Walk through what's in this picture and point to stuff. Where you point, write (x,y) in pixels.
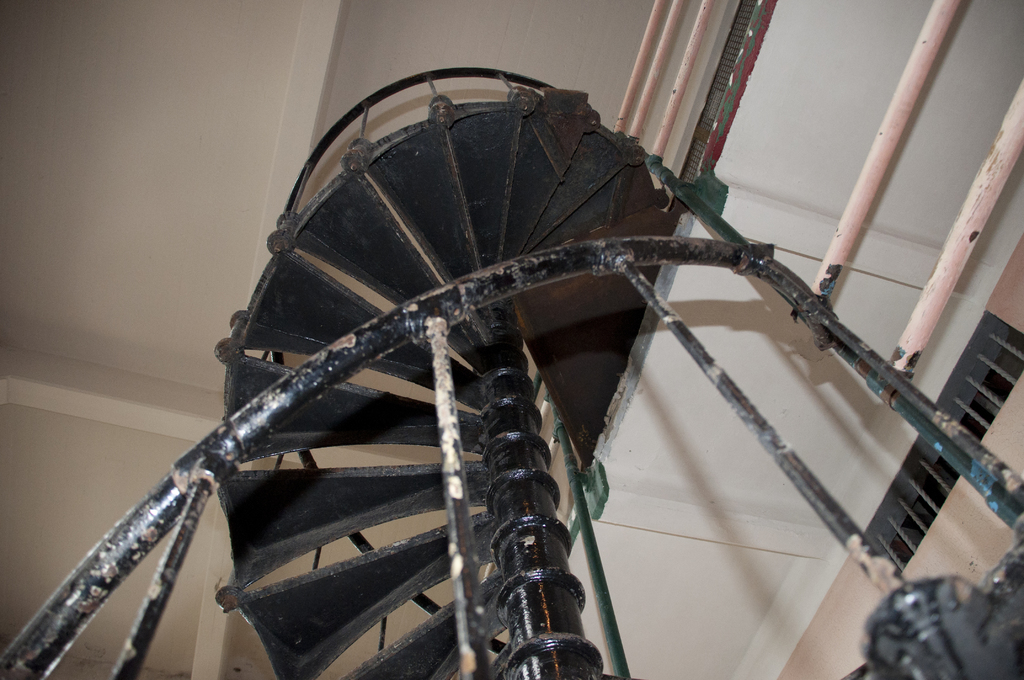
As we can see in the image there are stairs (487,438) and there is rooftop (145,128).
